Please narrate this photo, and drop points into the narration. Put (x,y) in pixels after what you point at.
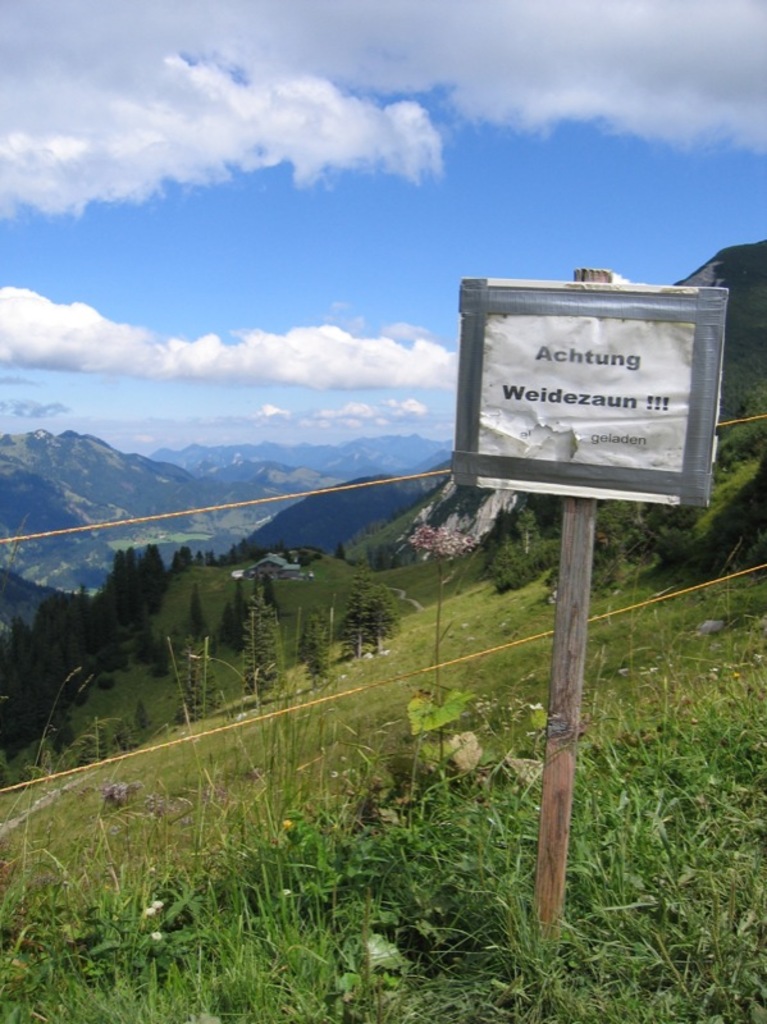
In this picture there is something written on a paper (559,395) which is attached to a wooden pole (566,530) behind it and the ground (603,679) is greenery (465,853) and there are mountains (268,479) and trees (249,597) in the background (199,530) and the sky (375,107) is a bit cloudy.
